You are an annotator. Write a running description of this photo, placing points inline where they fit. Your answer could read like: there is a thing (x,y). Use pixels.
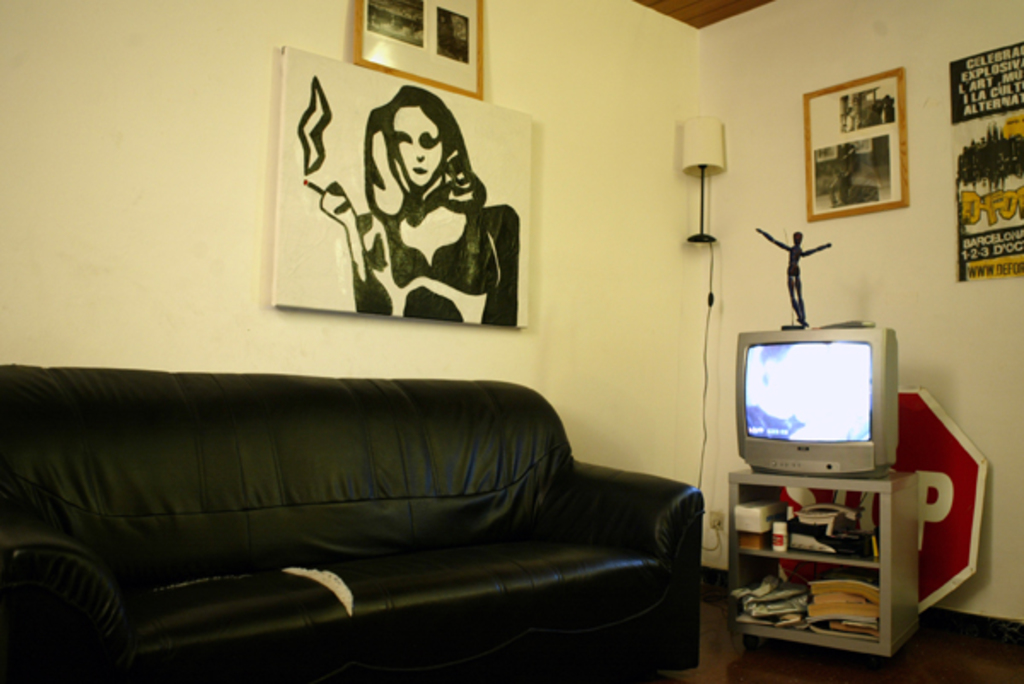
In this image i can see a couch (467,515), television (757,389). At the back side (925,453) I can see a board (941,464). On the wall (574,287) there are frames (499,246) and a lamp (705,126). There are books (826,597) and some object (809,537) in the rack (824,559).
